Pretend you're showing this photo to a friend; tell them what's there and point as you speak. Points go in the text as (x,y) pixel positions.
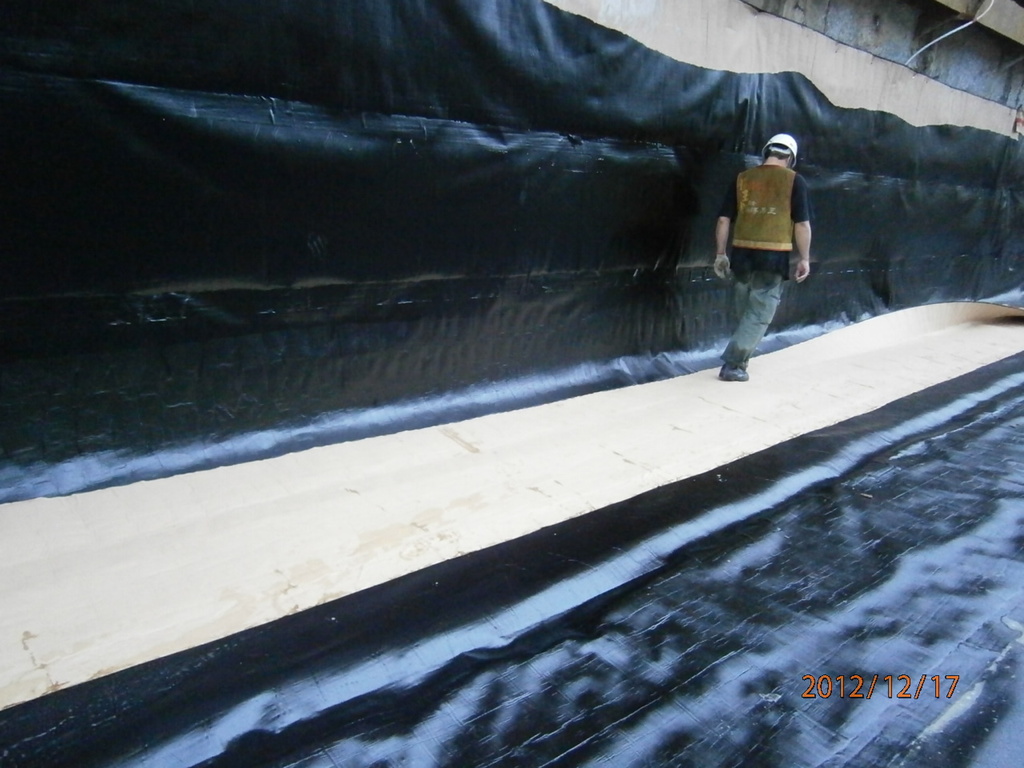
There is a person (735,223) wearing helmet (783,143) is walking. On the side there is wall (485,120) with black color. On the right corner (909,685) there is watermark (879,690). On the floor (456,546) it is cream and black color.
